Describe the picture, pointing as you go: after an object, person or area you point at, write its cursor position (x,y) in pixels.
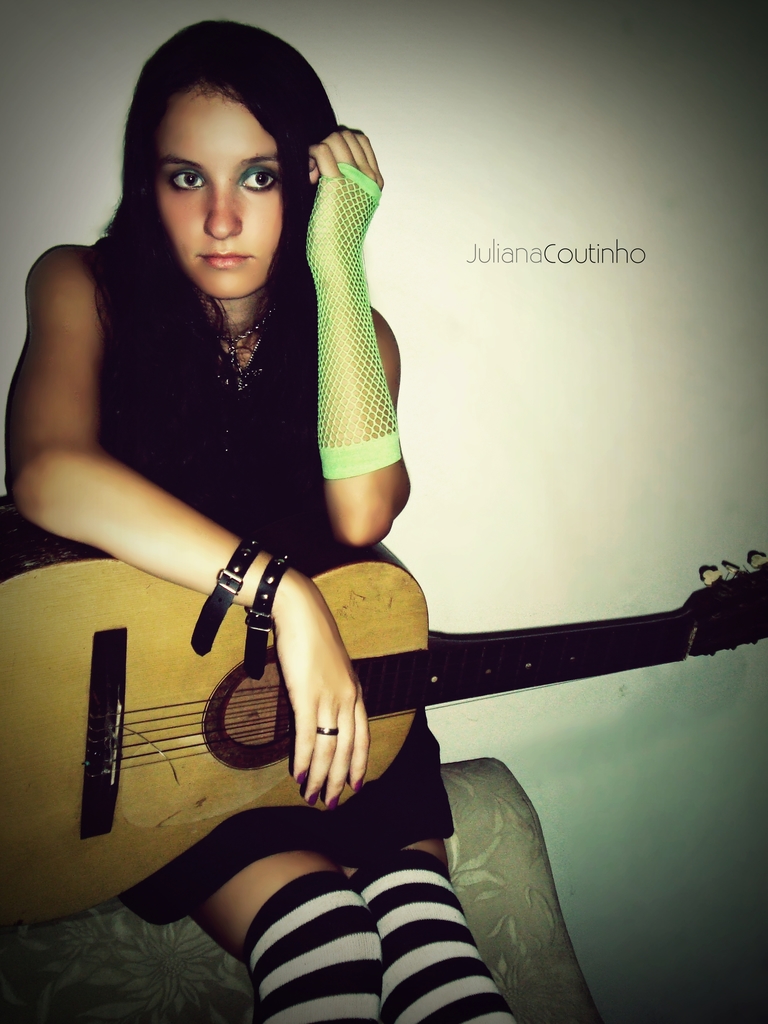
As we can see in the image there is a woman (266,441) holding guitar (96,709).
